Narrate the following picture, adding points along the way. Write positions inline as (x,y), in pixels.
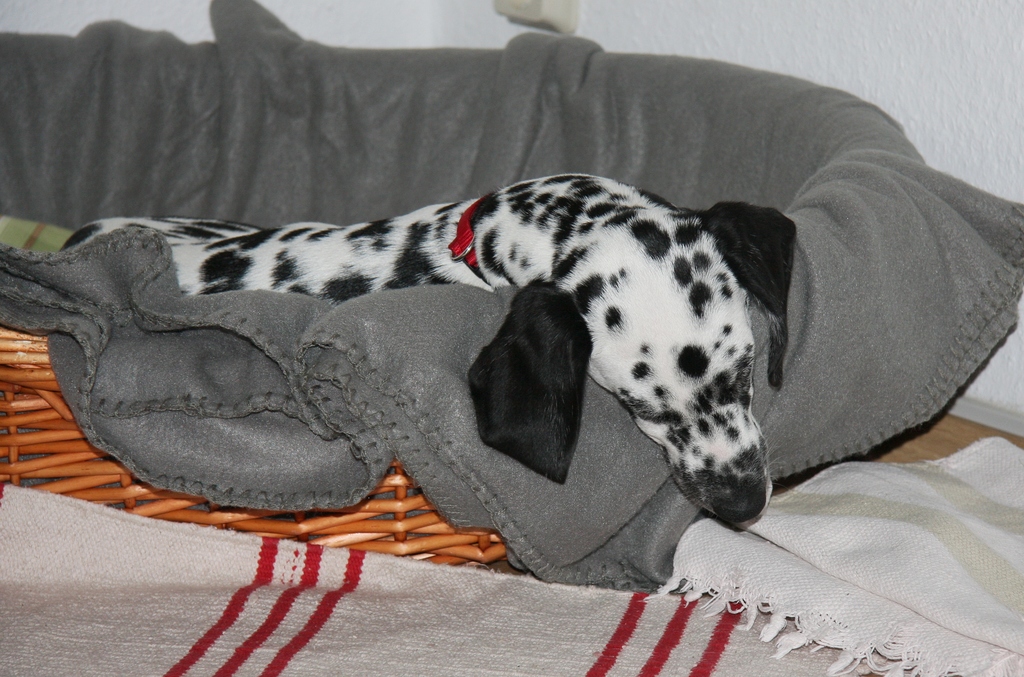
In the image there is a dog (625,237) laying on a grey cloth (663,142), there are two other clothes (832,582) in front of the dog (630,223). In the background (914,97) there is a wall (917,117).
